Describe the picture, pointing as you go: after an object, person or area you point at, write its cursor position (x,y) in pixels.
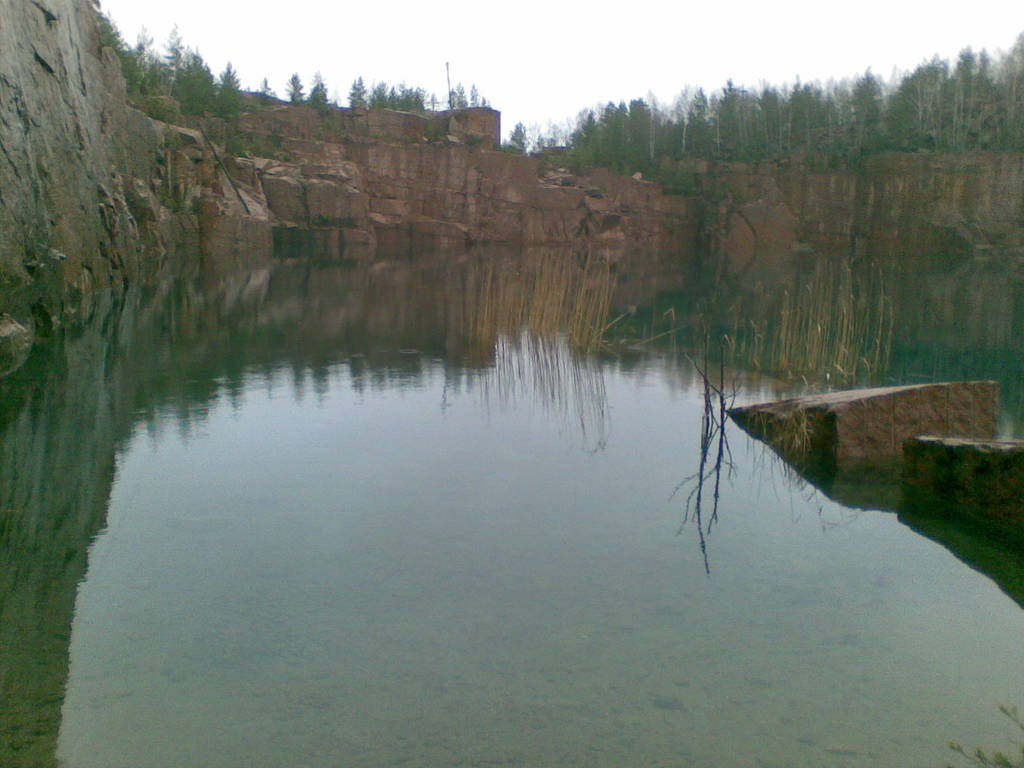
In this image I can see a rock wall (53,128), trees (629,122) and water (287,425). The sky (517,78) is in white color.
